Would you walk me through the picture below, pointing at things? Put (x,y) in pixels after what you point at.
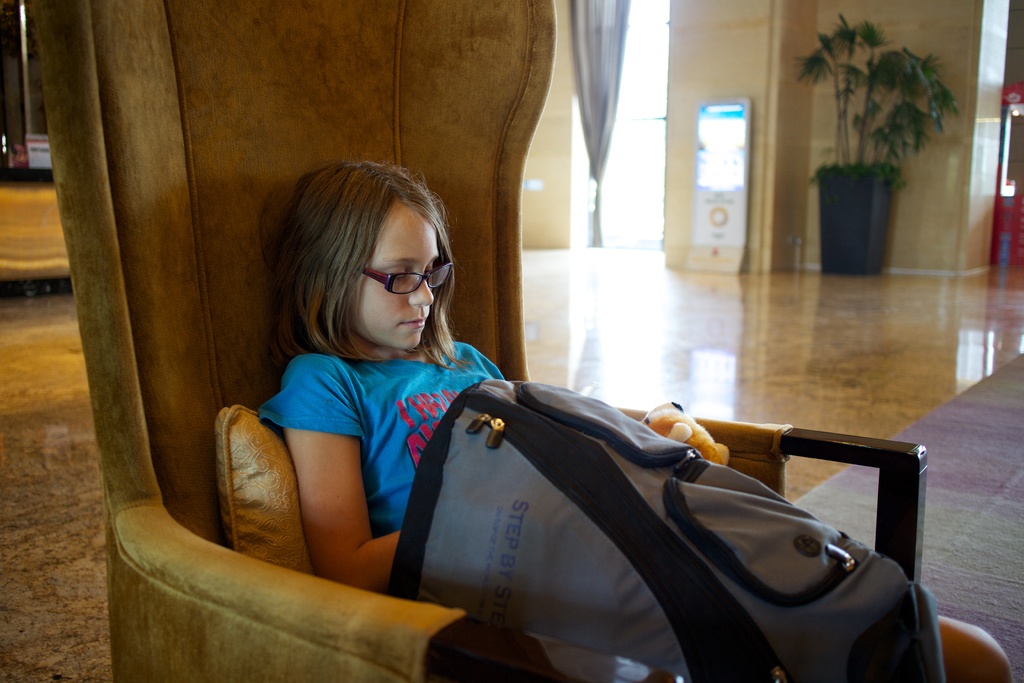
This picture is clicked inside the hall (733,29). In the foreground (319,301) we can see a girl (447,402) wearing blue color t-shirt (365,387), sitting on the couch (186,422) and seems to be sleeping. In the background (733,29) we can see the wall (750,63), curtain (616,10), house plant (869,173) and some other objects (28,270).
